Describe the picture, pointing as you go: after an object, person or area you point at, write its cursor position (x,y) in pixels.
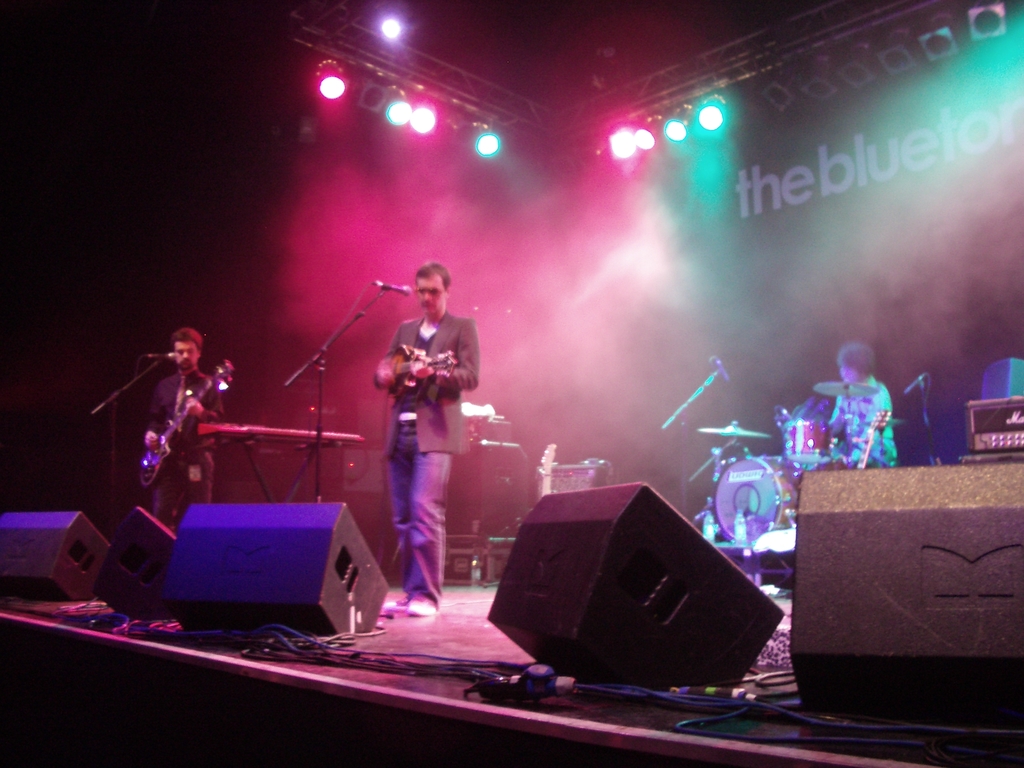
In this image I can see two men (207,446) standing and playing the guitars (406,387). In front of these people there are mike stands (122,389). On the right side (866,397) there is another person (864,438) playing the drums (810,447). On the stage (777,751), I can see the cables (449,667), some boxes (535,595) and some other musical instruments (486,504). In the background (861,260) there is a board (808,308) on which I can see some text (794,185). At the top of the image (478,121) there are few lights (711,121) attached to the metal rods (460,104). The background (82,309) is in black color.
